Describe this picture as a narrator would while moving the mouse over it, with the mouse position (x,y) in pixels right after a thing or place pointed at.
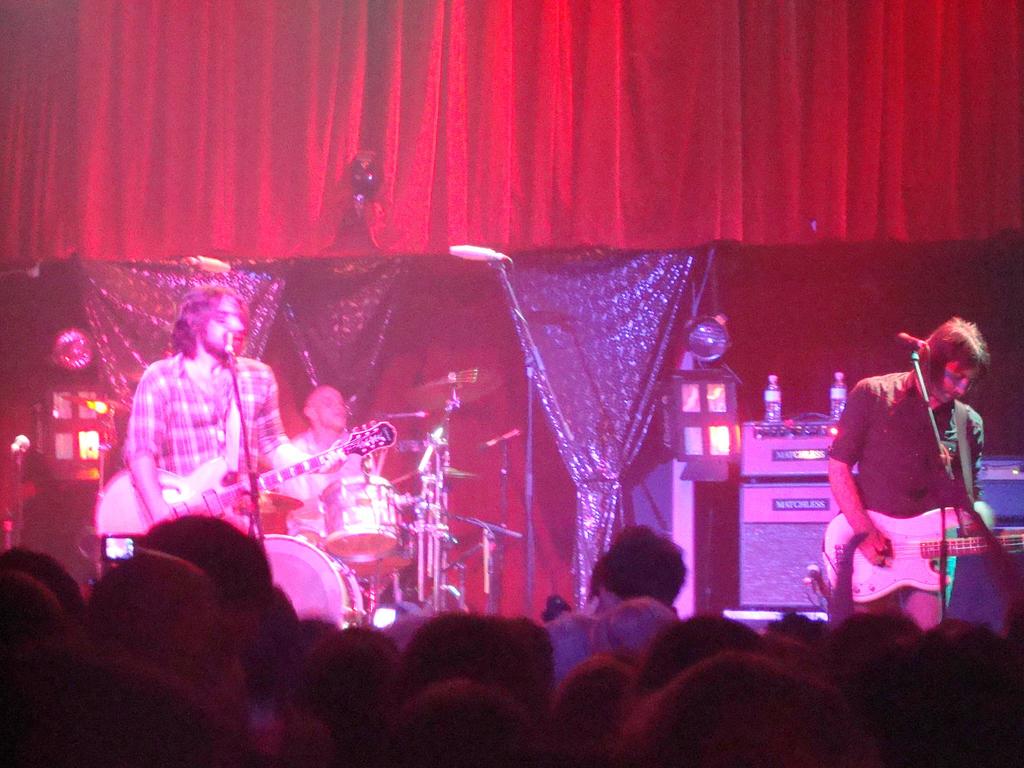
In this picture I can see group of people (6,736), there are two persons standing and holding guitars (197,480), there is another person (304,438) sitting, there are mics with the mics stands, there are drums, cymbals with the cymbals stands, there are water bottles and some other objects (688,372), and in the background (643,333) there are curtains (446,136).
